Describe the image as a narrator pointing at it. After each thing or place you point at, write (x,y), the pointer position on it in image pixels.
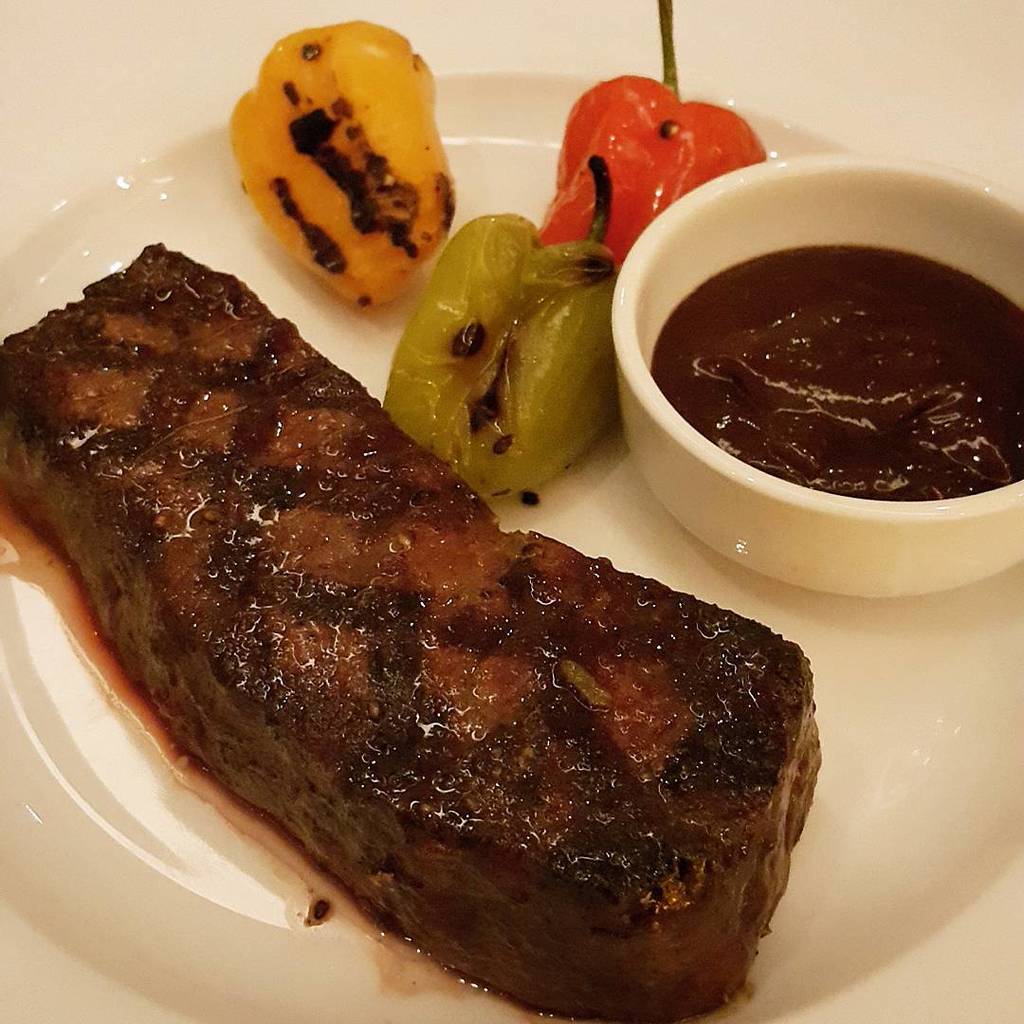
In this image I can see a cup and food items (489,577) on a white color plate (634,545).
